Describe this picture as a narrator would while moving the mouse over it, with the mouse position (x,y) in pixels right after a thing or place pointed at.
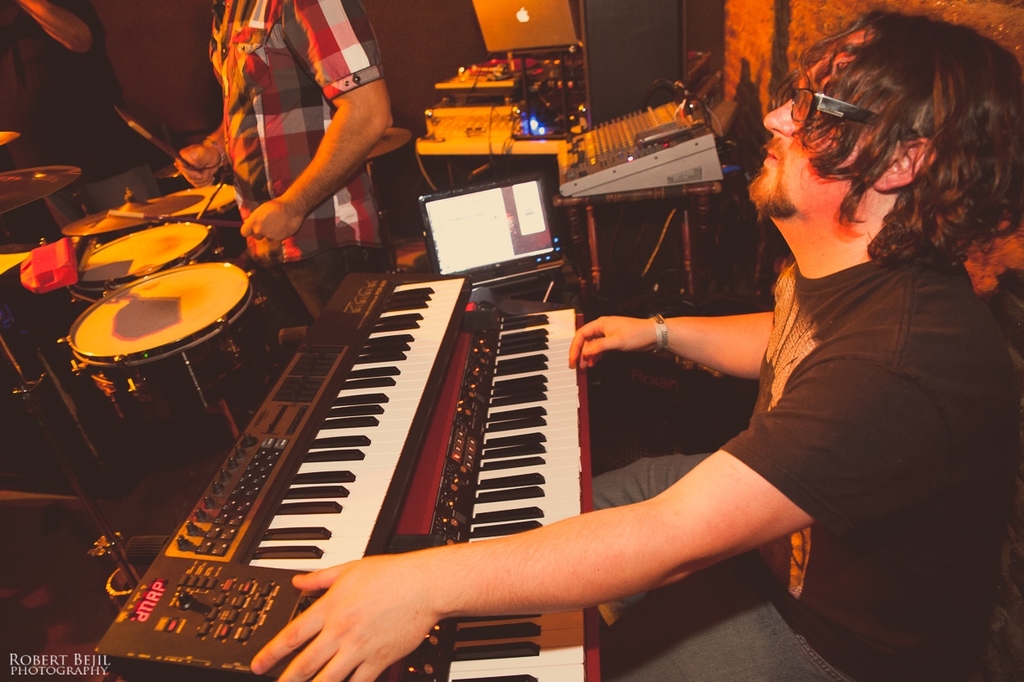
This is a picture taken in a room (740,418), the man (795,447) in black t shirt (800,458) sitting on a chair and playing the piano (486,461) and the other man (278,180) is holding a drum stick (149,132) and playing the drum (160,276). Background of this two people (342,233) there are music instrument (543,87) on a laptop (499,46) and a wall (409,38).
